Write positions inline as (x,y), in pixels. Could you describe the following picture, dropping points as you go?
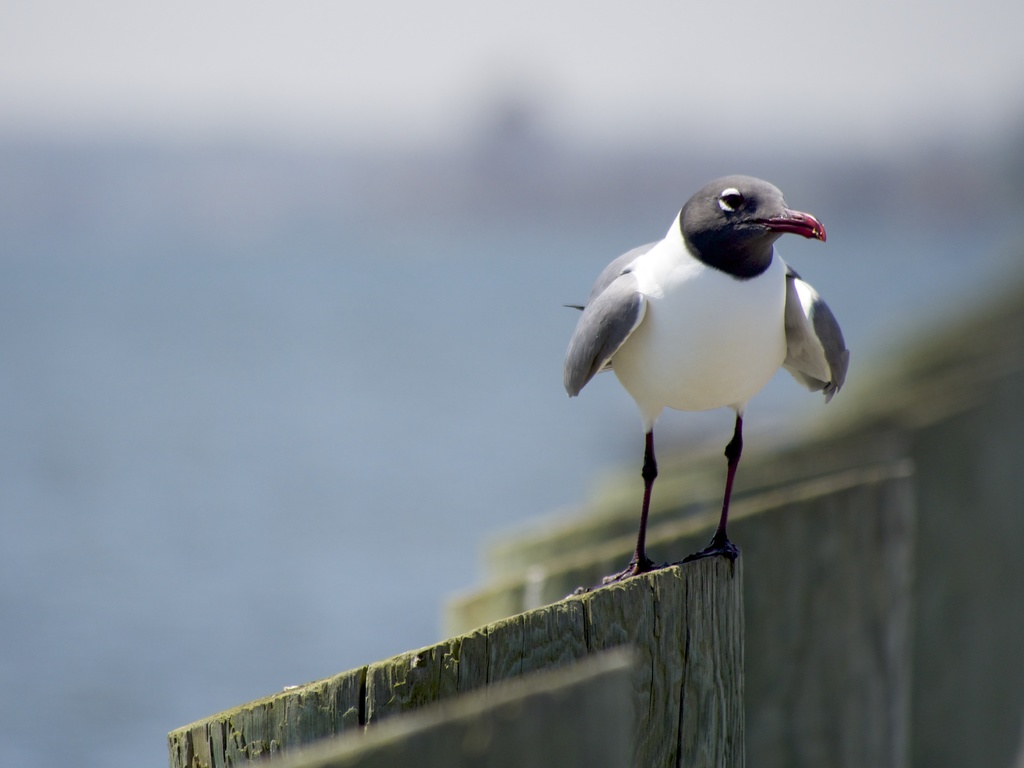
In this image I can see few wooden colour things (554,633) and in the centre of this image (632,362) I can see a black and white colour bird (648,357). I can also see this image is little bit blurry in the background (284,686).
